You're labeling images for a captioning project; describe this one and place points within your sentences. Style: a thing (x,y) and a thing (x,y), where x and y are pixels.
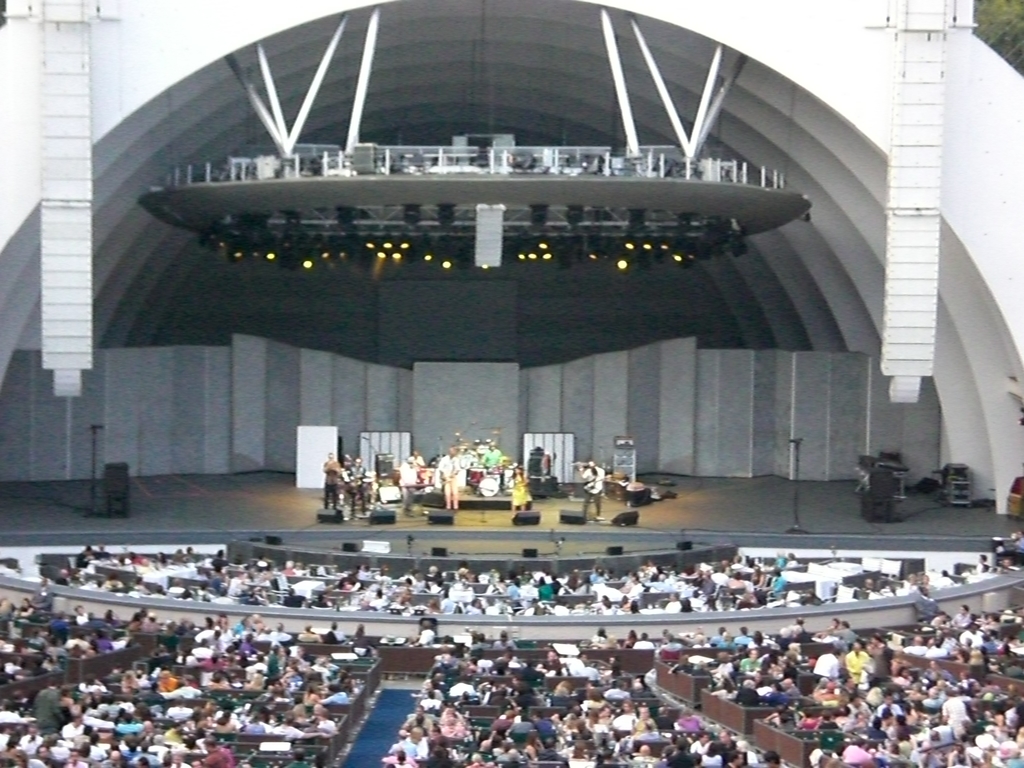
In the center of the image (358,477) we can see people (361,494) standing on the stage (585,505). There are speakers (386,522). At the bottom (488,667) there is crowd (839,668). At the top (267,254) there are lights (664,250).
